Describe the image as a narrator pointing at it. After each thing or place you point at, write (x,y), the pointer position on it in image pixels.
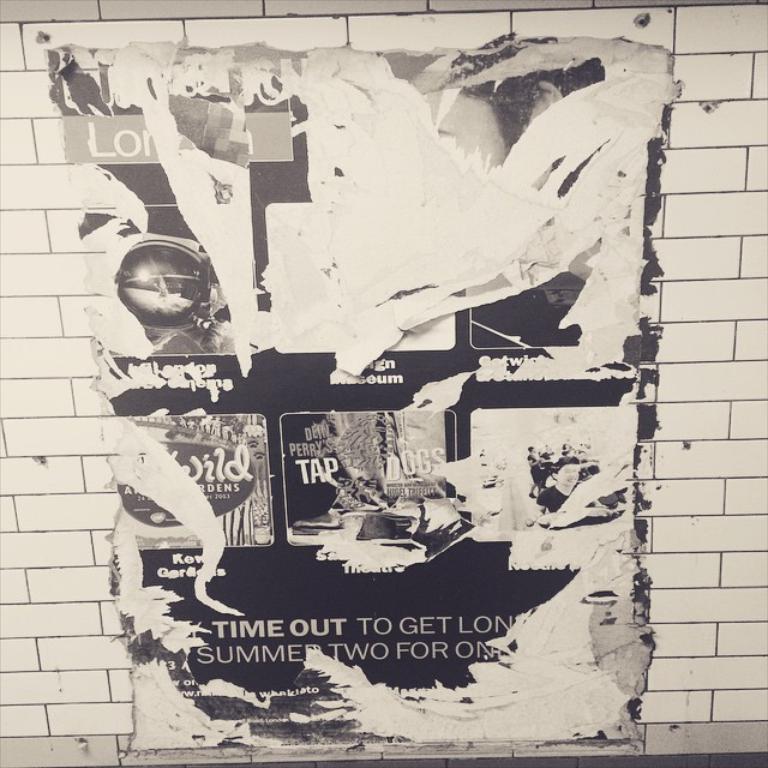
This is a zoomed in picture. In the center (373,465) there is a poster (612,41) on the wall (27,111) and we can see some pictures (352,465) and text (367,646) is printed on the poster (505,300). In the background (622,16) there is a brick wall (721,552).
